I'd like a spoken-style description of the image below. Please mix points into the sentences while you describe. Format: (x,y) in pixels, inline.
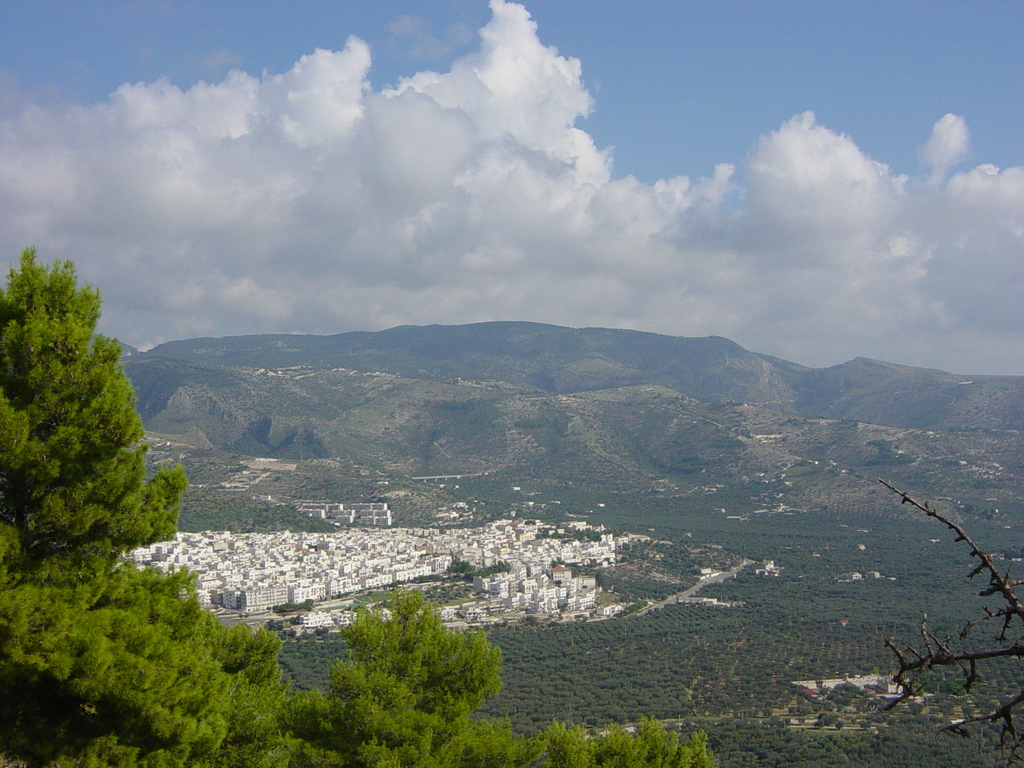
In this image in the foreground (122,596) there are trees (475,667), and in the background (505,524) there are mountains (384,475), buildings (542,549), trees (723,552) and at the top (279,175) there is sky (458,137).
